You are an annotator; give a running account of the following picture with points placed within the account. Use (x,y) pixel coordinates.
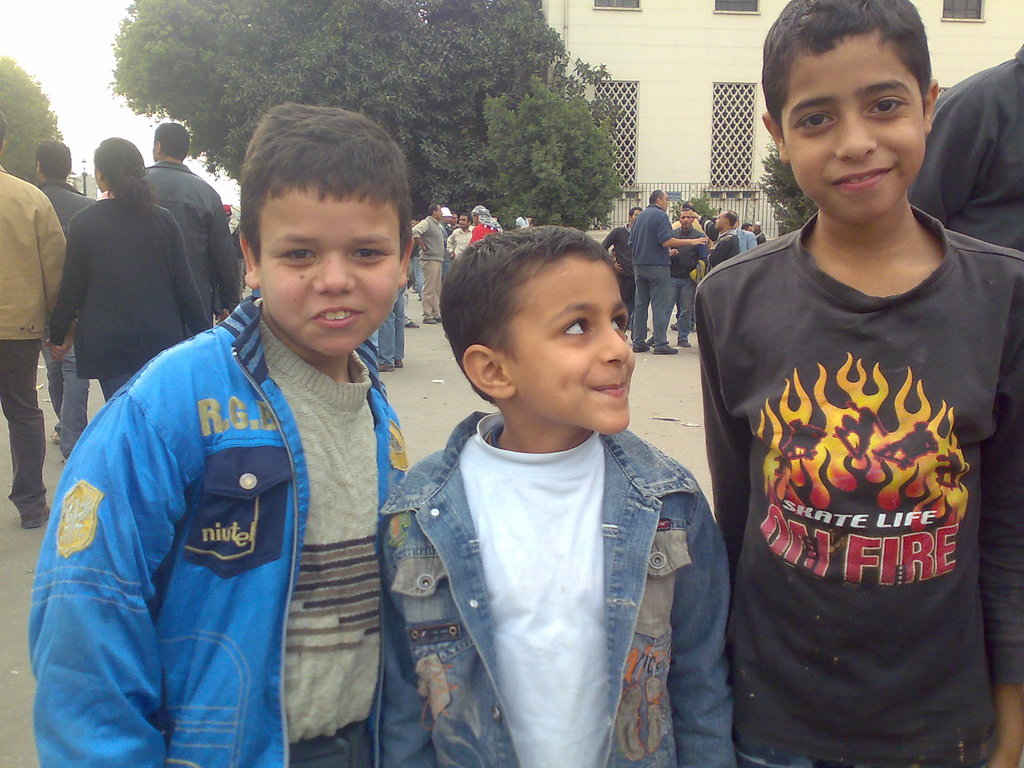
In front of the image there are three kids (584,465) with a smile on their face (880,194), behind them there are a few people (424,253) standing, behind them there are trees (502,92), lamp posts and buildings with metal rod fence (758,218).
